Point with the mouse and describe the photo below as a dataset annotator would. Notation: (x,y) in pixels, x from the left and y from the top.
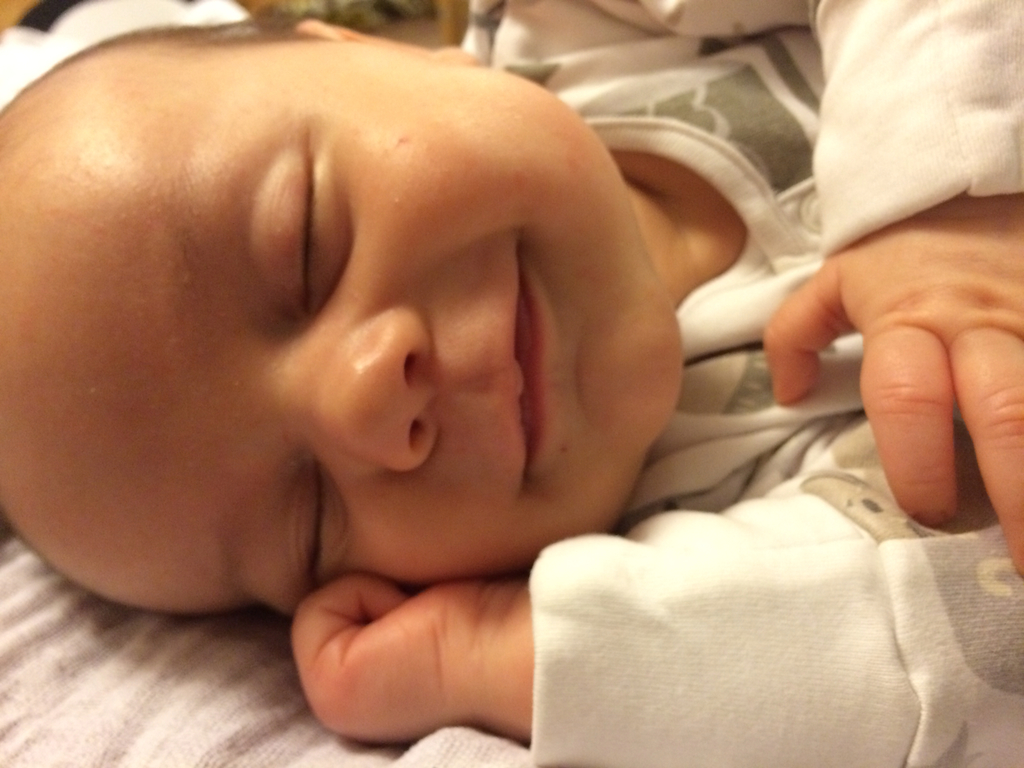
In this image we can see a kid (579,531) sleeping. At the bottom (310,747) there is a cloth (317,751).
